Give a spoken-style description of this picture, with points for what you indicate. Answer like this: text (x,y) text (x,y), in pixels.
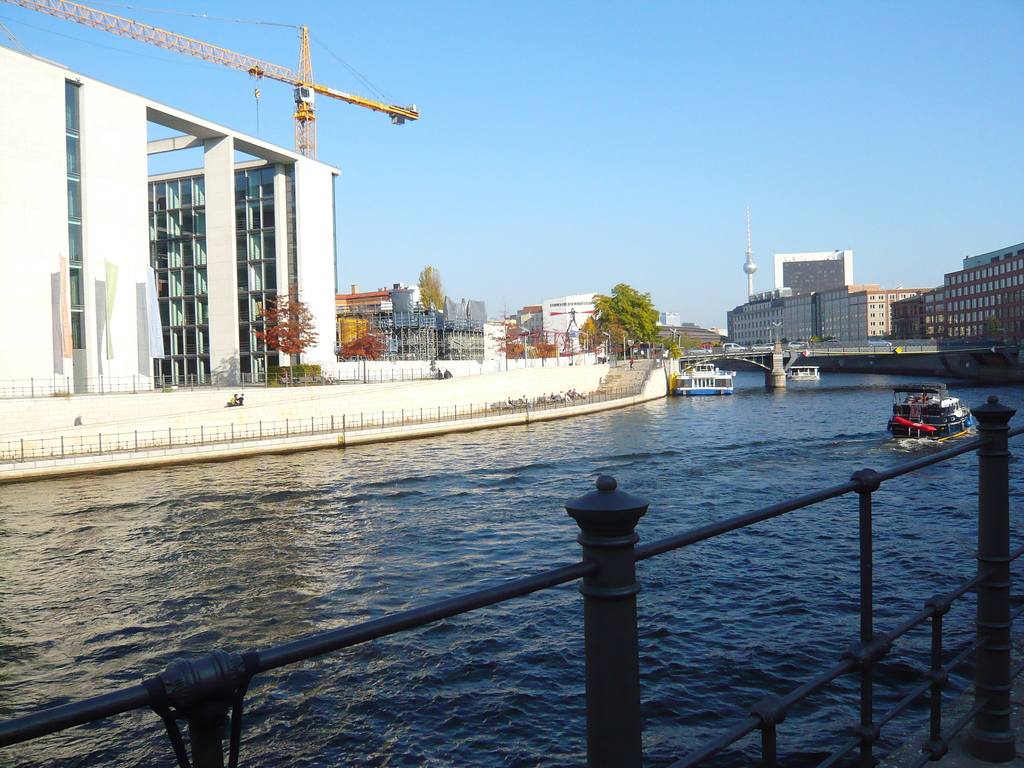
In this image there is the sky (684,150), there are buildings (885,306) towards the right of the image (871,310), there is a bridge (903,352), there is a river (800,401), there are boats (925,423) on the river (840,398), there is a building (179,234) to the left of the image (161,241), there are trees (425,283), there are plants (293,367), there is a grill (602,741) truncated towards the right of the image (983,453).
